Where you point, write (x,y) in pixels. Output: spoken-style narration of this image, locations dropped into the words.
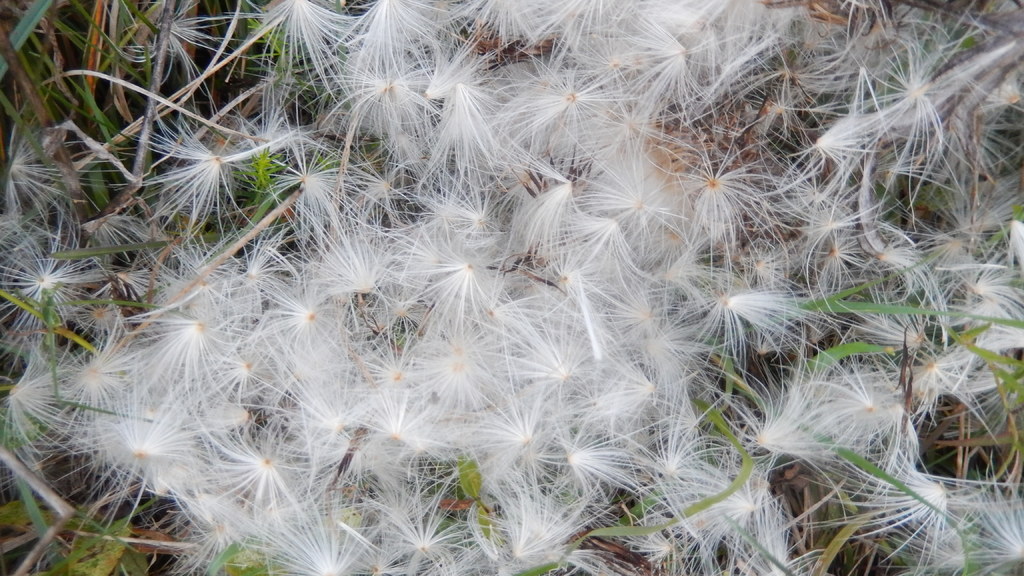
In this picture I can see there is a dandelion (561,298) and it is in white color. I can find there is some grass (95,250) and twigs (138,333) on the floor (249,288).
